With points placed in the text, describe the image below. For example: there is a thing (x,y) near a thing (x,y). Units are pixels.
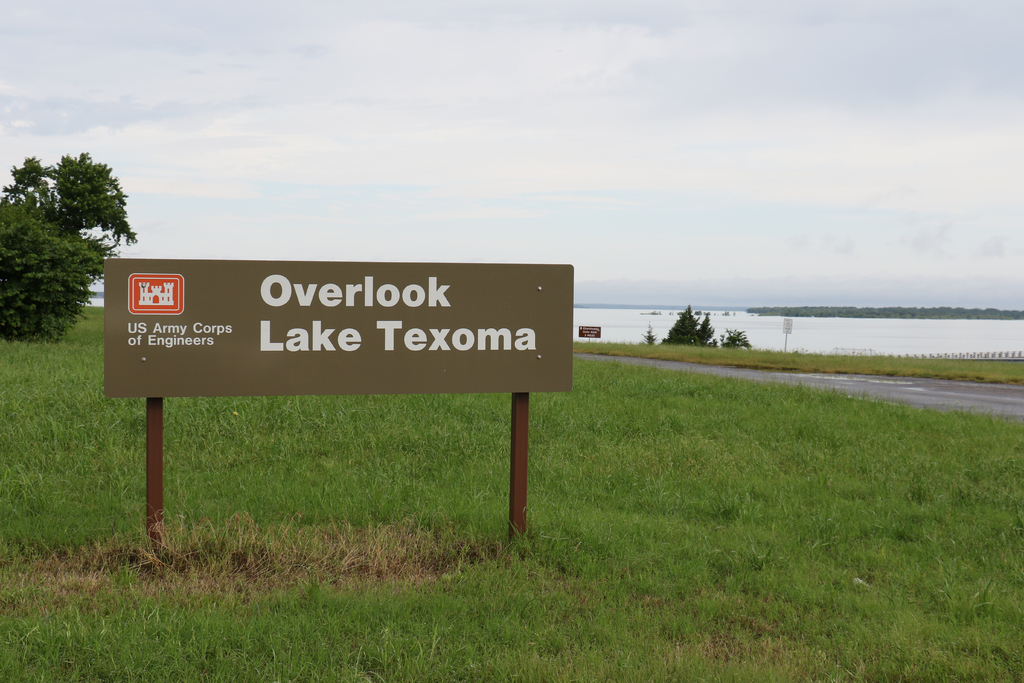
In this picture I can see at the bottom (426,576) there is grass (488,432), in the middle (500,334) there is a board (359,378), on the left side (119,237) there is a tree (67,250). On the right side (859,341) it looks like there is water (855,340), at the top (406,111) there is the sky (420,148).
